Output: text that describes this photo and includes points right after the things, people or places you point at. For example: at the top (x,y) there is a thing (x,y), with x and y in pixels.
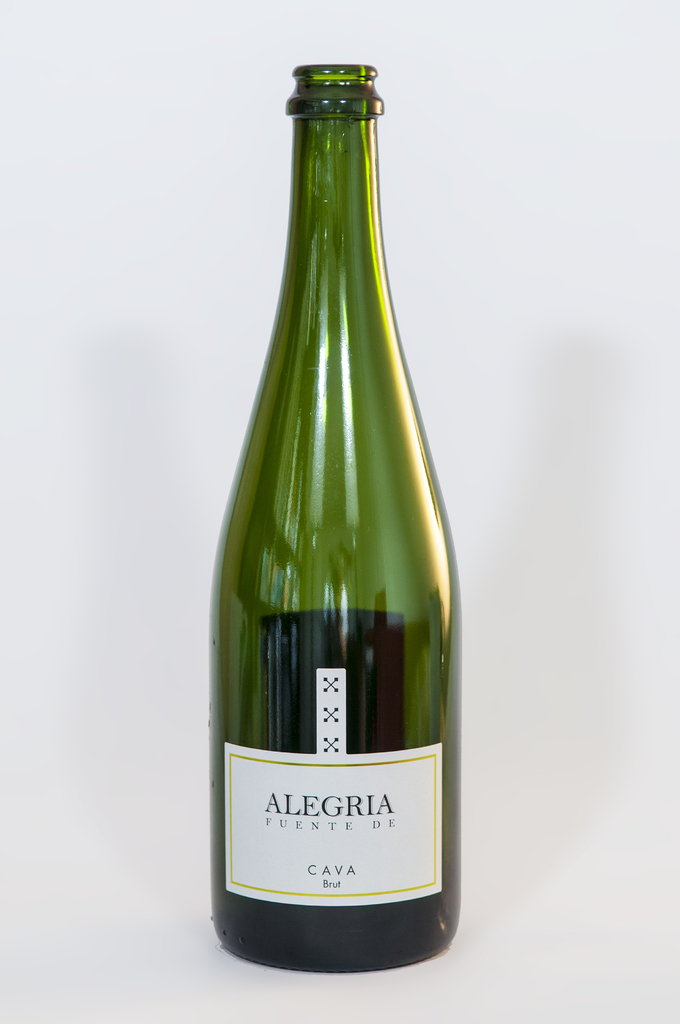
This green color bottle (326,424) is highlighted in this picture.
